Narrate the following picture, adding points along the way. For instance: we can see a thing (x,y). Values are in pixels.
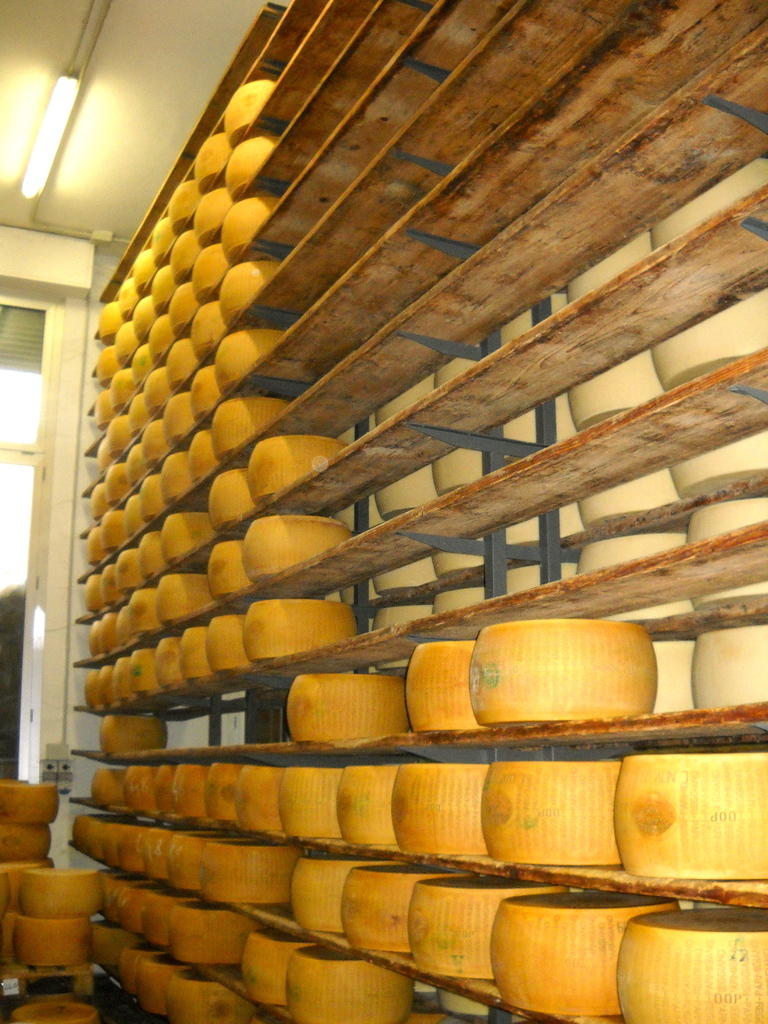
In this picture, we see a rack (601,237) in which the cheese wheels (417,612) are placed. On the left side (18,525), we see a white door (26,515). In the background (70,529), we see a white wall (70,529). At the top (57,136), we see the light (54,133) and the ceiling (95,154) of the room (38,89).
